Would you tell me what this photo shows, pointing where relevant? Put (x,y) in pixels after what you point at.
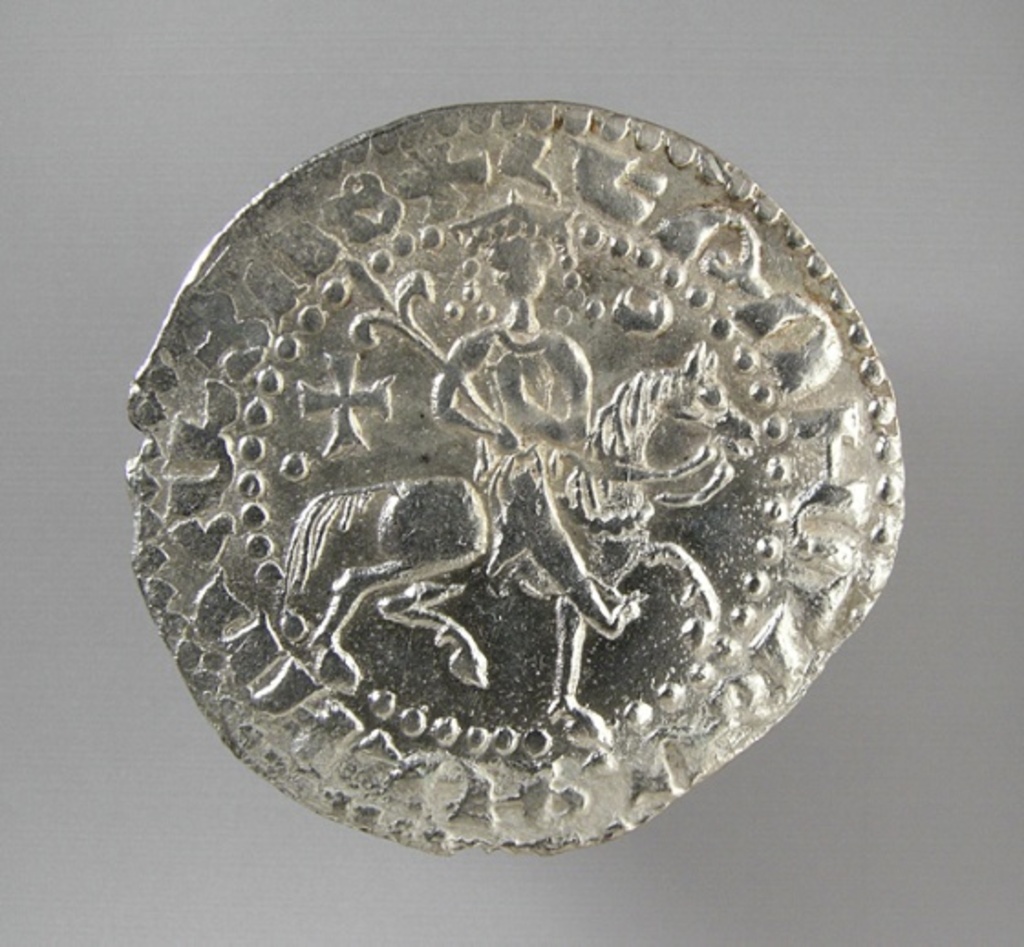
In this picture we can see a carved metal coin (780,531) placed on the gray surface (85,750).
